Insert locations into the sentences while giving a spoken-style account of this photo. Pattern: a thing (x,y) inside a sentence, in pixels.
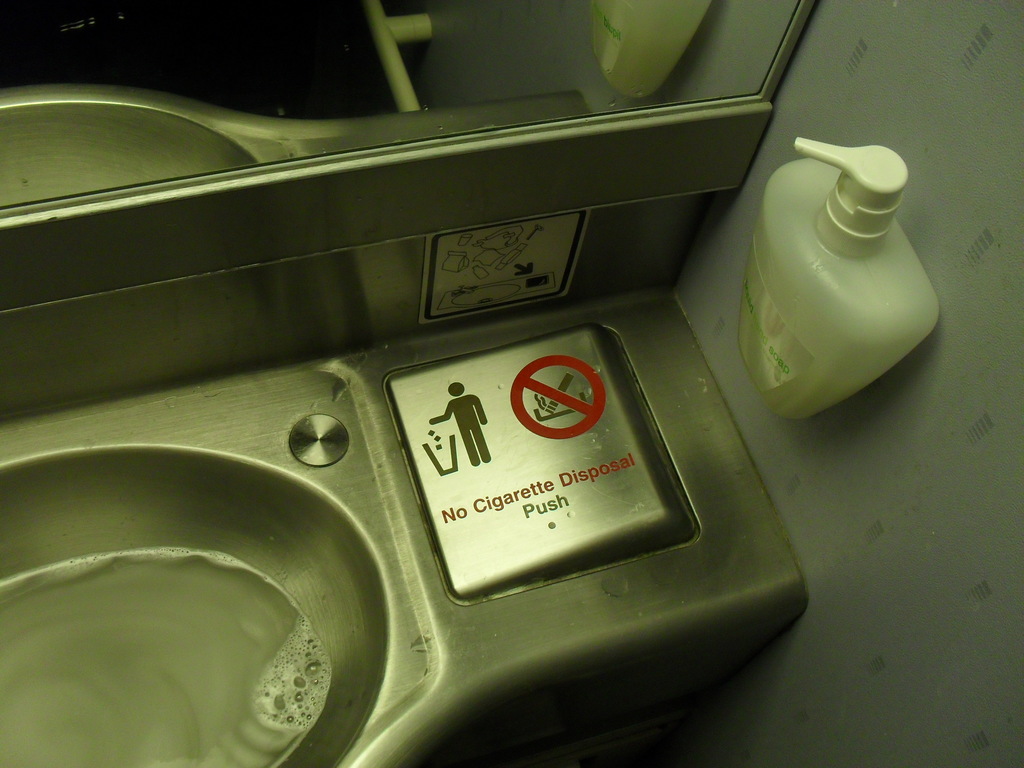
This is a sink (298,459) and above it we can see a mirror (231,99) beside to the mirror (651,80) there is hand wash bottle (811,242).
